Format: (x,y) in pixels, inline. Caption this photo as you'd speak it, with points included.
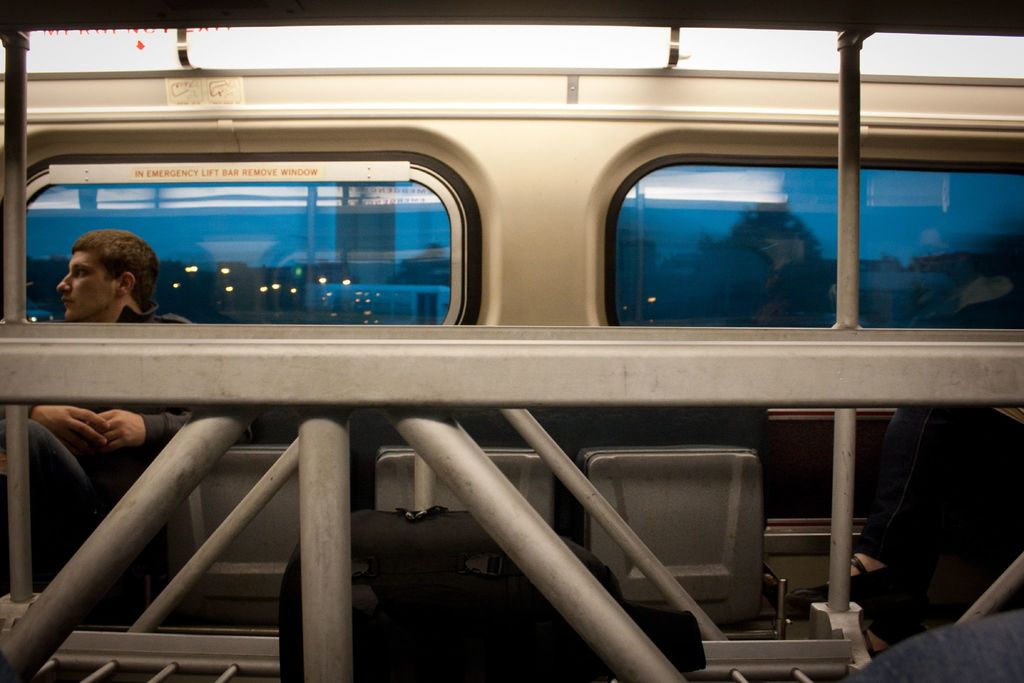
In this image we can see iron grills (916,384), windows (312,204), persons (105,269) sitting on the chairs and sign boards (111,53).
